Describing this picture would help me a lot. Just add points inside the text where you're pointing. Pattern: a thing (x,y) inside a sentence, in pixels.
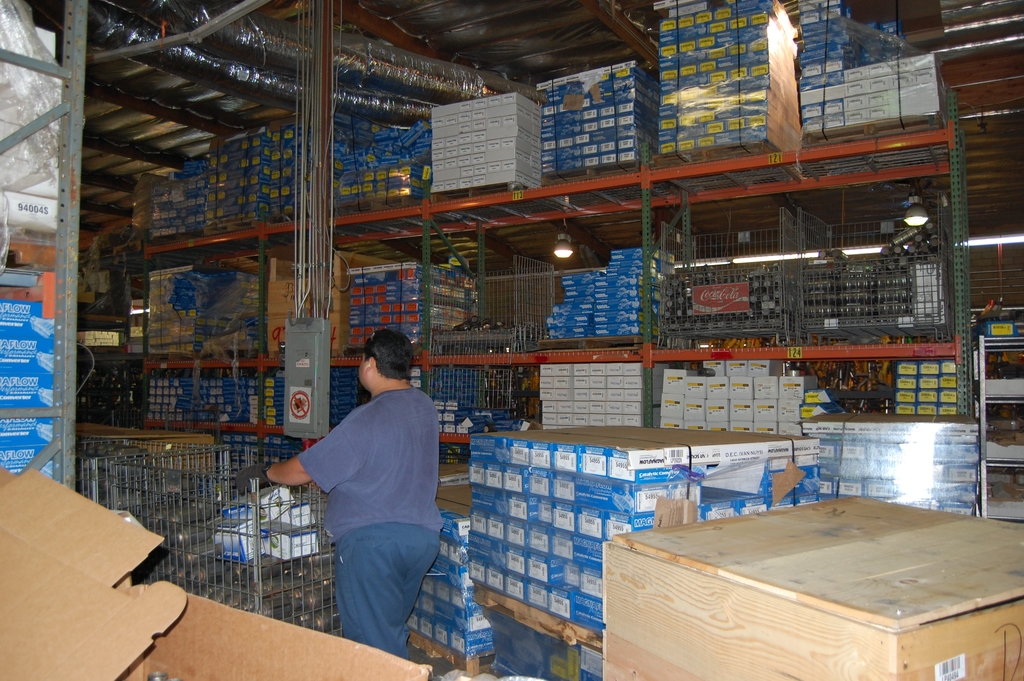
In this image we can see cardboard box (9,617), wooden box (997,601), a person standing near the trolley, we can see some objects (354,291) are kept in the shelf (956,230) and we can see the ceiling lights (1015,237) in the background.
